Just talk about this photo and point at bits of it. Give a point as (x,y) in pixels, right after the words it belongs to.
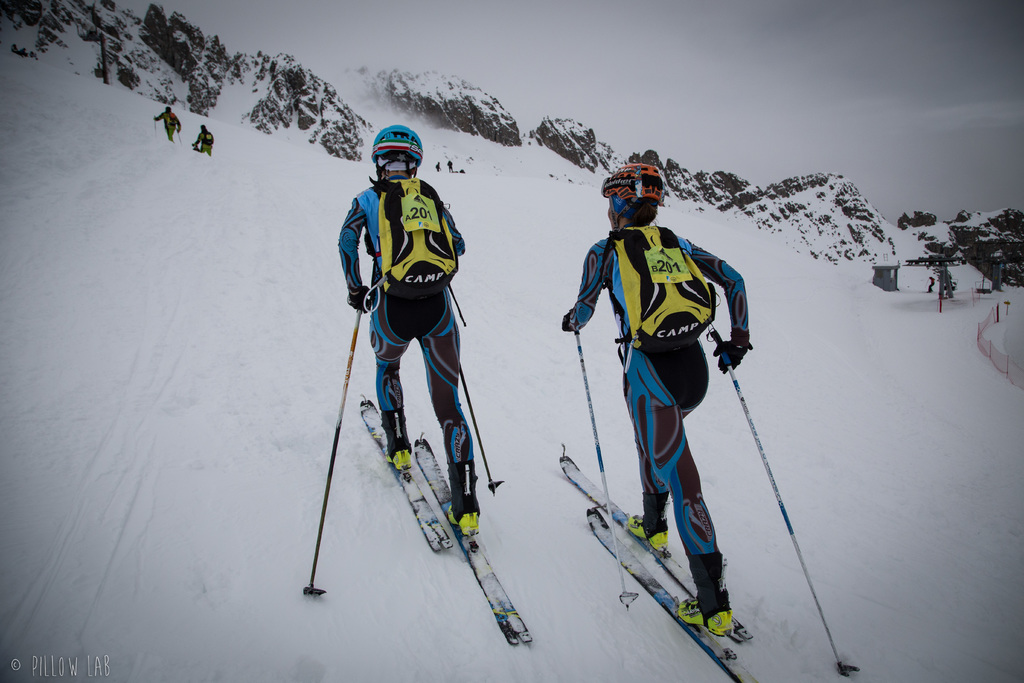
2 people (657,471) are skiing wearing blue dress (652,443) and yellow bags (633,303). Behind them there are other people (170,126) and mountains (912,244). At the right (991,350) there is a red fencing (988,343).
